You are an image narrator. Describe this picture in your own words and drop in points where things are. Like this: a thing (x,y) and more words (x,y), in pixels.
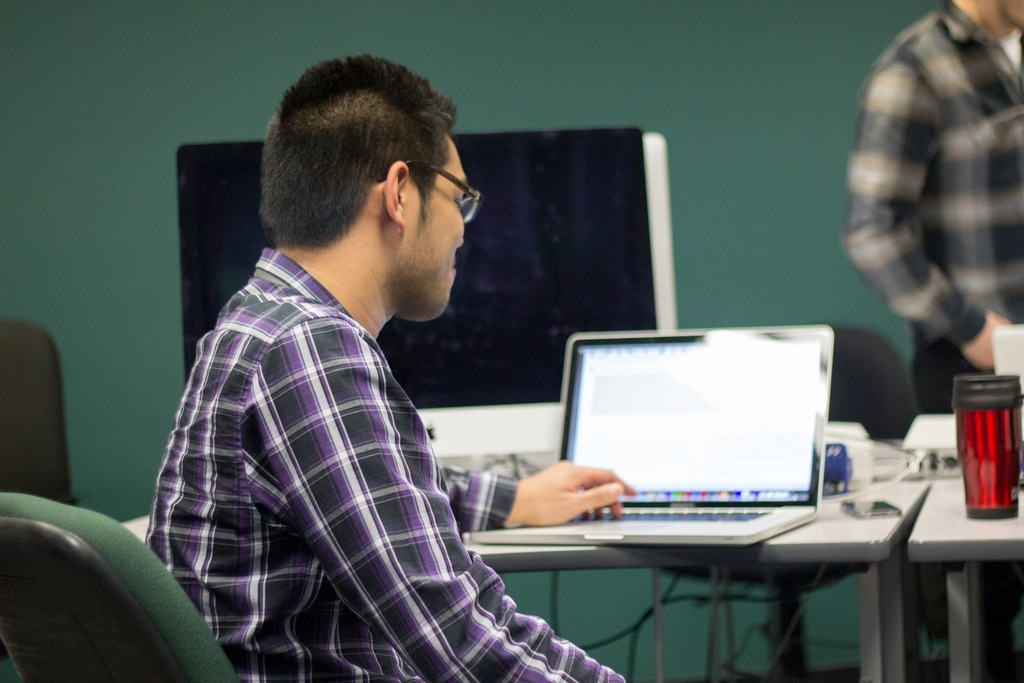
In the image we can see there is a person (360,448) who is sitting on chair (183,645) and on table (544,568) there is laptop (774,483) and coffee glass (995,456) and on the table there is a computer screen (586,244) and there is a person (977,126) who is standing over here.
